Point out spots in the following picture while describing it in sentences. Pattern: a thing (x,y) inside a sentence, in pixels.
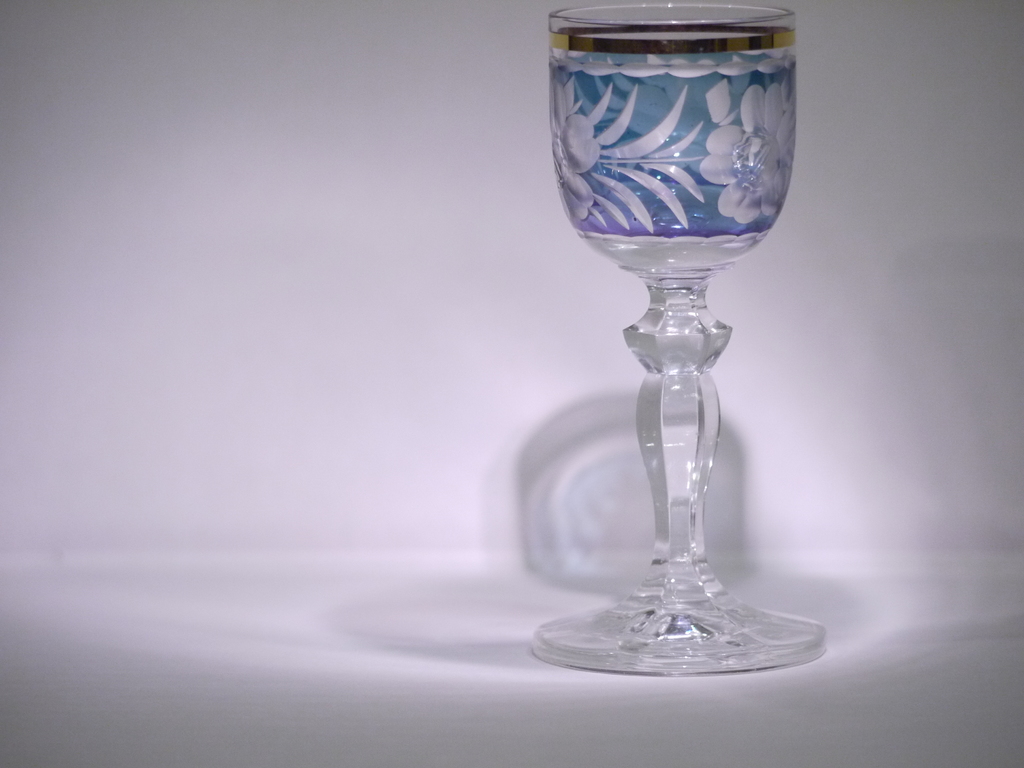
In this image we can see a glass (782,97) with some design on it, the background (73,189) is in white color and we can see the shadow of the glass (728,75) on it.
